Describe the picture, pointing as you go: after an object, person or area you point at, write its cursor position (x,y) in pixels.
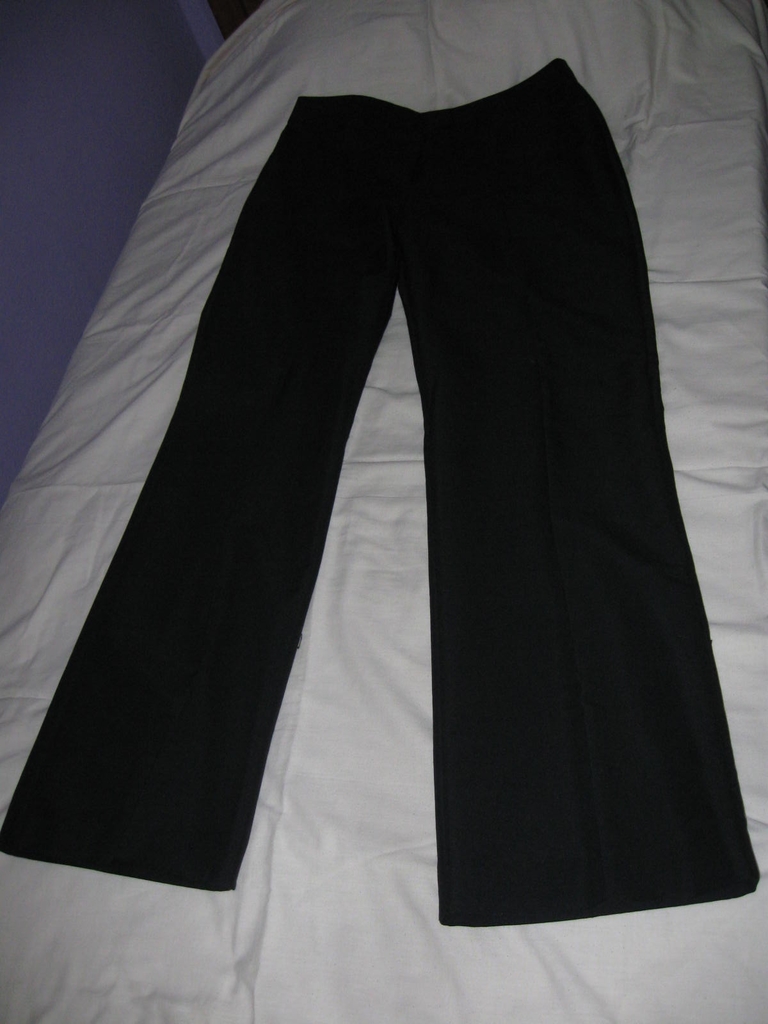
In this image I can see a white colored cloth (374,722) on the bed (335,798) and on it I can see a black colored cloth (551,722) and to the left side of the image (99,122) I can see the purple colored wall (147,121).
